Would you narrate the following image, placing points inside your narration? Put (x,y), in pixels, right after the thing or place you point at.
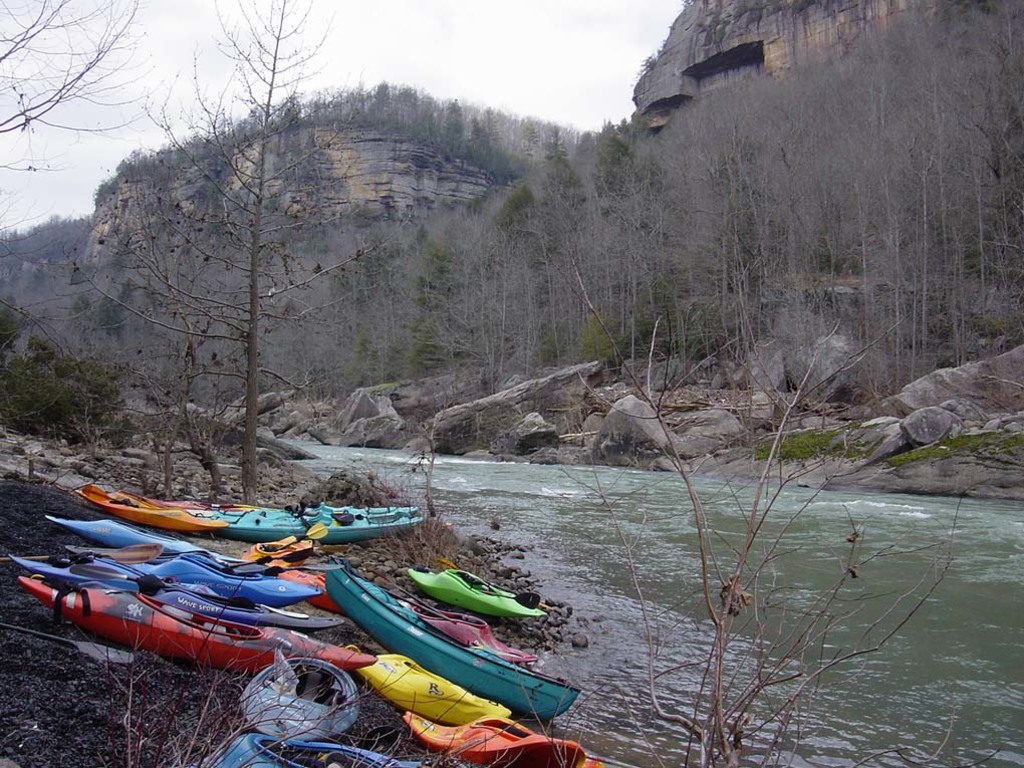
In this image we can see water (650,562), boats (174,526) on the ground (109,739), few trees (574,319), stones (940,415), mountains (414,158) and the sky (500,19) in the background (178,140).
